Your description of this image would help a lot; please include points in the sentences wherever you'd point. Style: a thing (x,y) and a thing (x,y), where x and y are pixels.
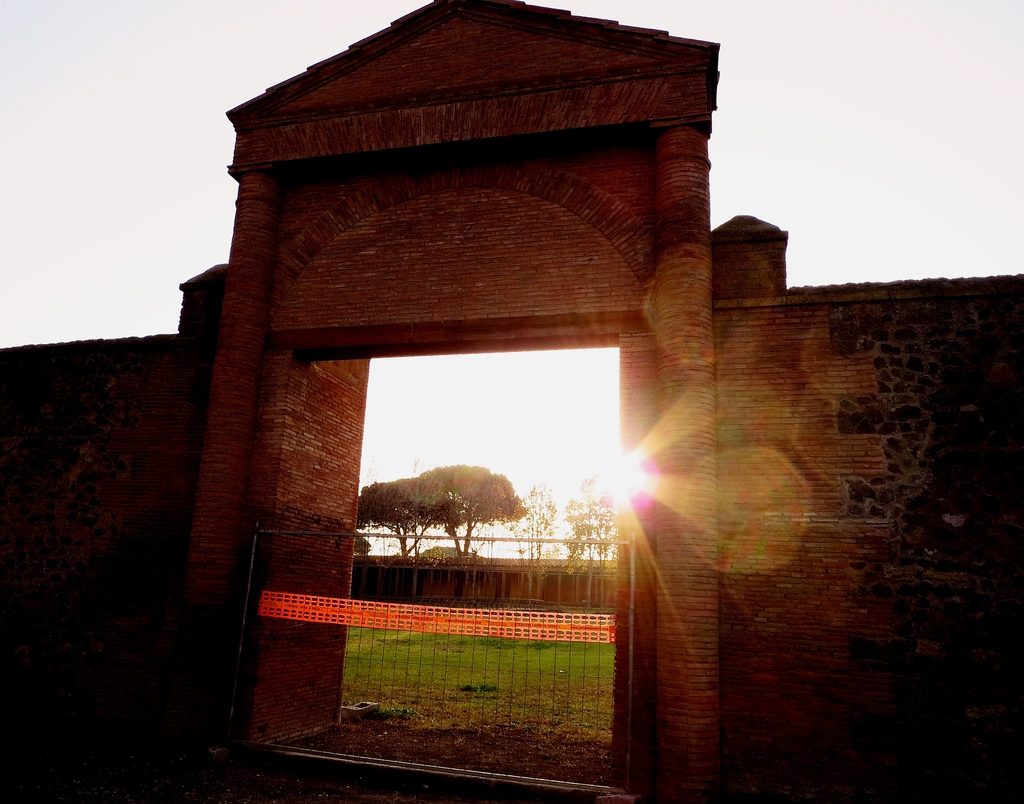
In the center of the image (386,280), we can see an arch (516,334) and there is a grill (518,560). In the background (467,560), there are trees (469,542) and we can see some sheds (452,563) and there is sunlight (611,471).
